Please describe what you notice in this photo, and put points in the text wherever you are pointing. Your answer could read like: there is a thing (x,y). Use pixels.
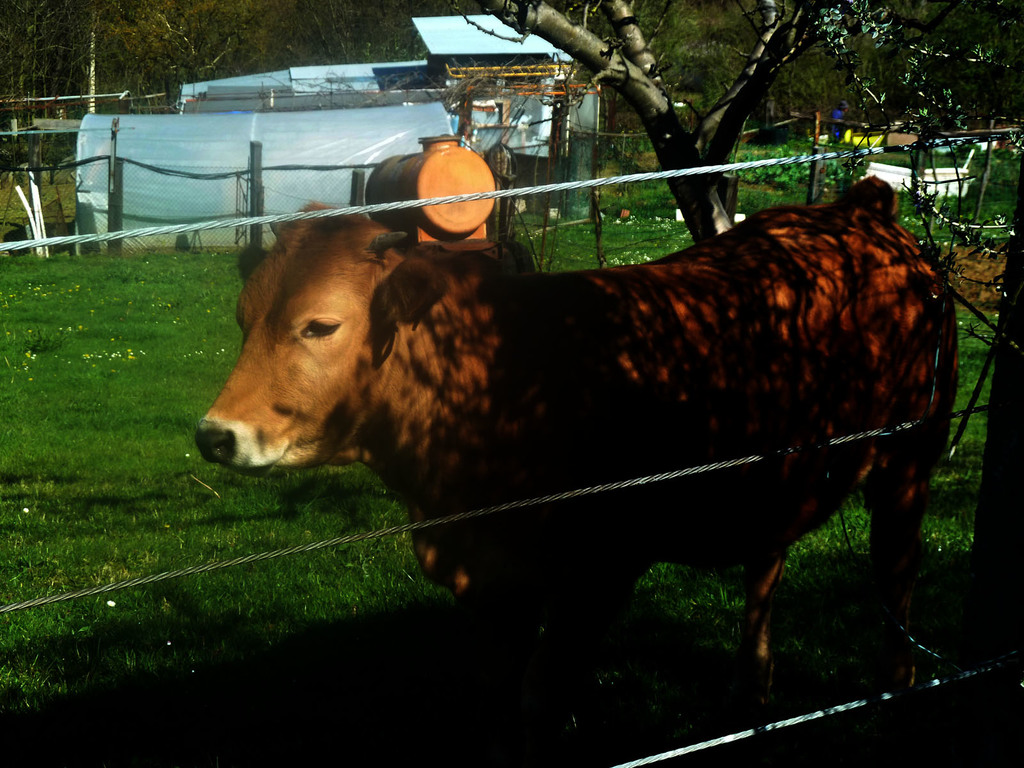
In the picture I can see an animal (669,398) is standing on the ground (100,372). In the background (100,372) I can see the grass (167,384), fence (202,183), trees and some other objects (416,217) on the ground (42,512).
